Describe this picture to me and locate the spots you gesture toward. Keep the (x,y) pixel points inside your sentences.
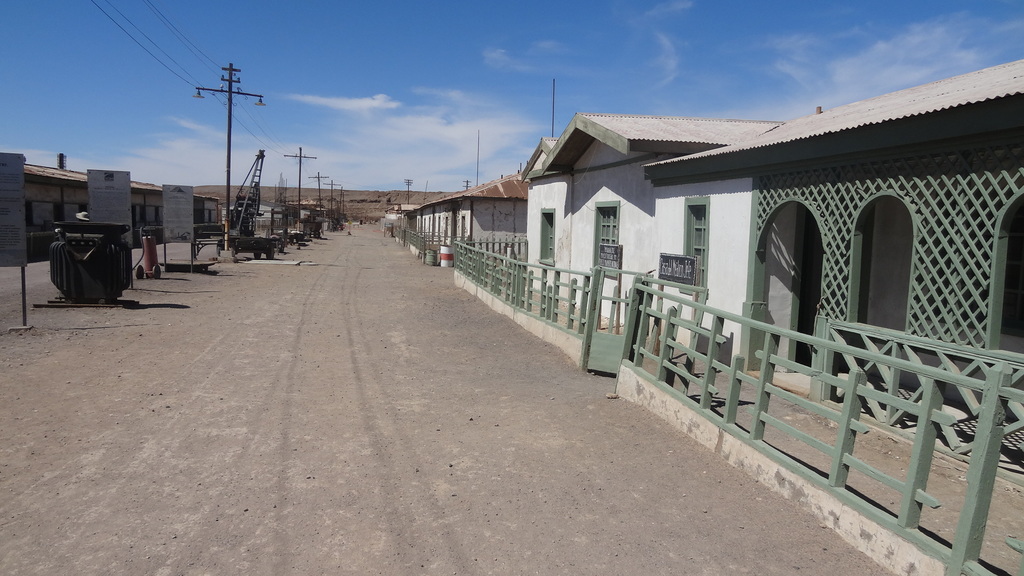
In this image I can see few buildings (698,227) and fencing (917,465). I can see vehicles (247,244), poles (231,89), wires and boards (614,259). The sky (493,88) is in blue and white color.
